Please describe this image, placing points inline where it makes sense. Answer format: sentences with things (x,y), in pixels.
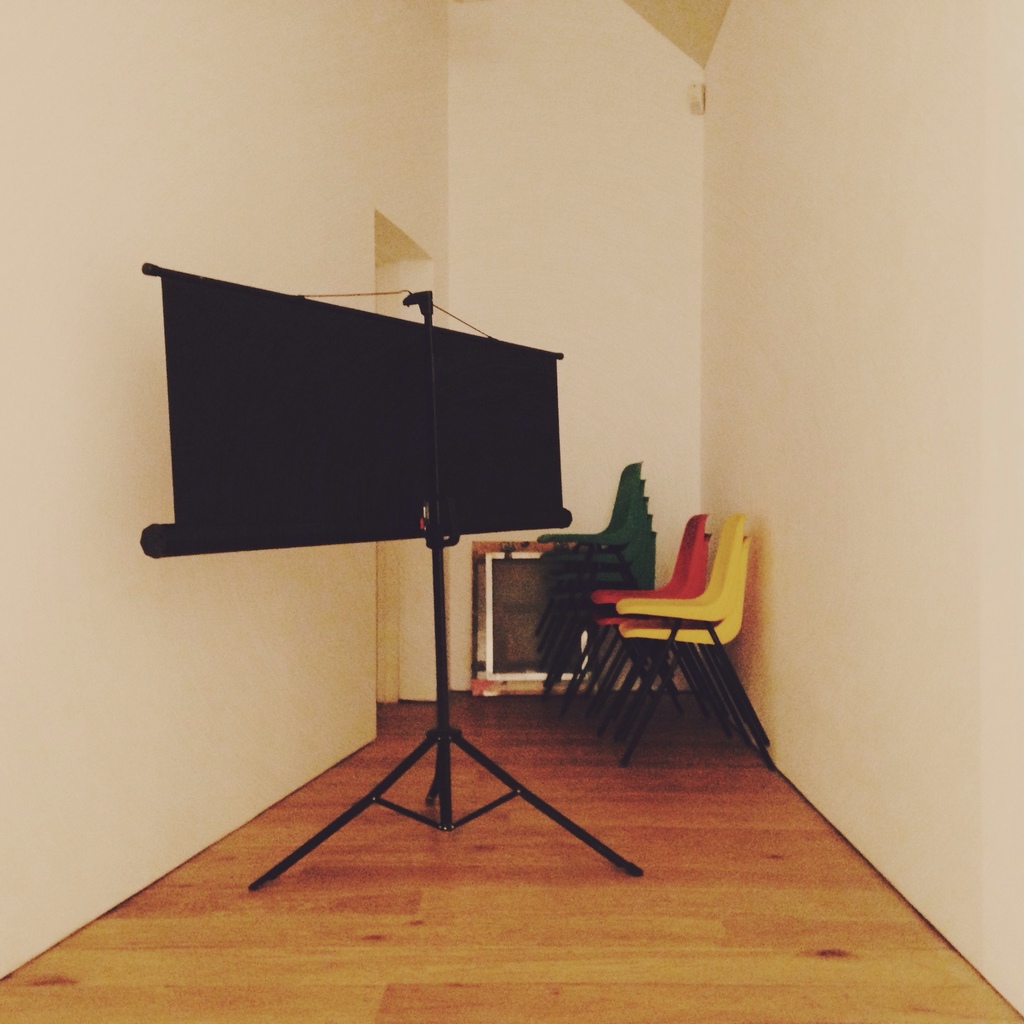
In this picture I can see a projector screen (329,346) with a tripod stand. I can see chairs (693,524), walls (898,215) and a board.
